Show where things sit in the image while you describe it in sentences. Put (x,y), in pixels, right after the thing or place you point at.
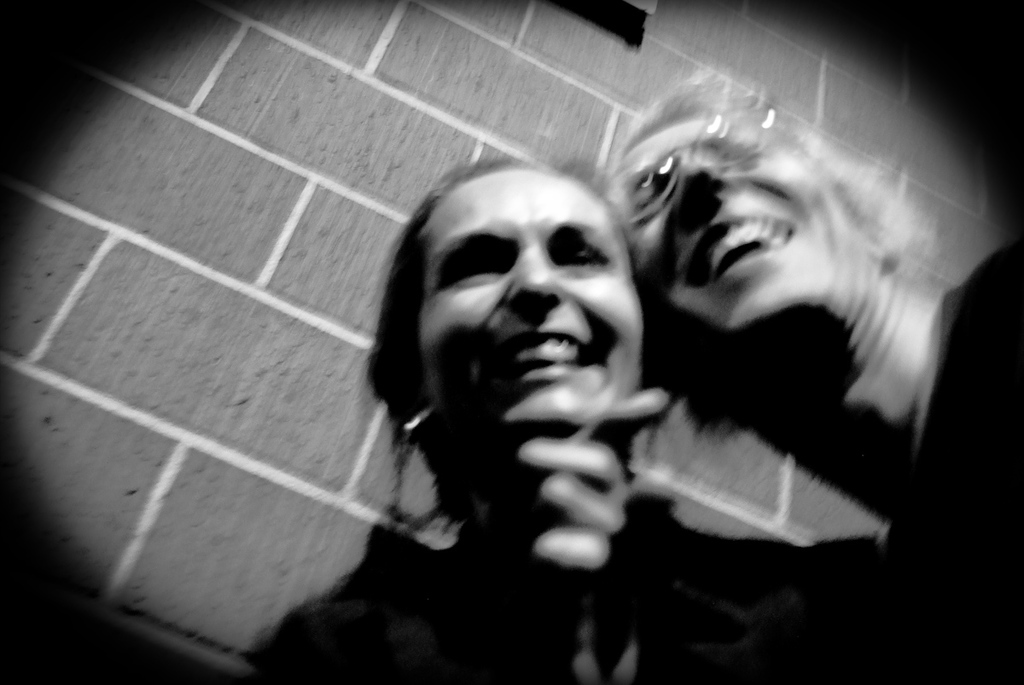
This is black and white picture where we can see a man (864,318) and woman (582,395) is smiling. Behind brick wall (201,307) is present.
